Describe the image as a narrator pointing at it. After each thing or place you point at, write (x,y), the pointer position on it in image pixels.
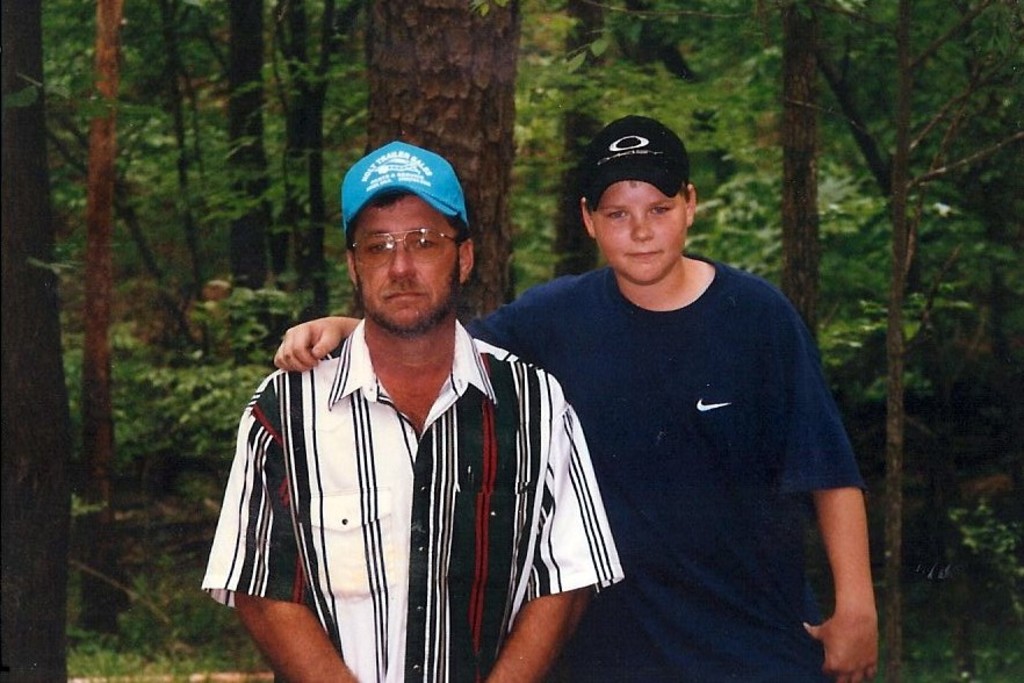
In this picture there is a man (462,393) who is wearing cap (455,185), spectacle (370,259) and shirt (440,502). Beside him there is another man (800,680) who is wearing cap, t-shirt (711,436), trouser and he is smiling. In the background (646,74) I can see many trees (883,290), plants (971,308) and grass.
